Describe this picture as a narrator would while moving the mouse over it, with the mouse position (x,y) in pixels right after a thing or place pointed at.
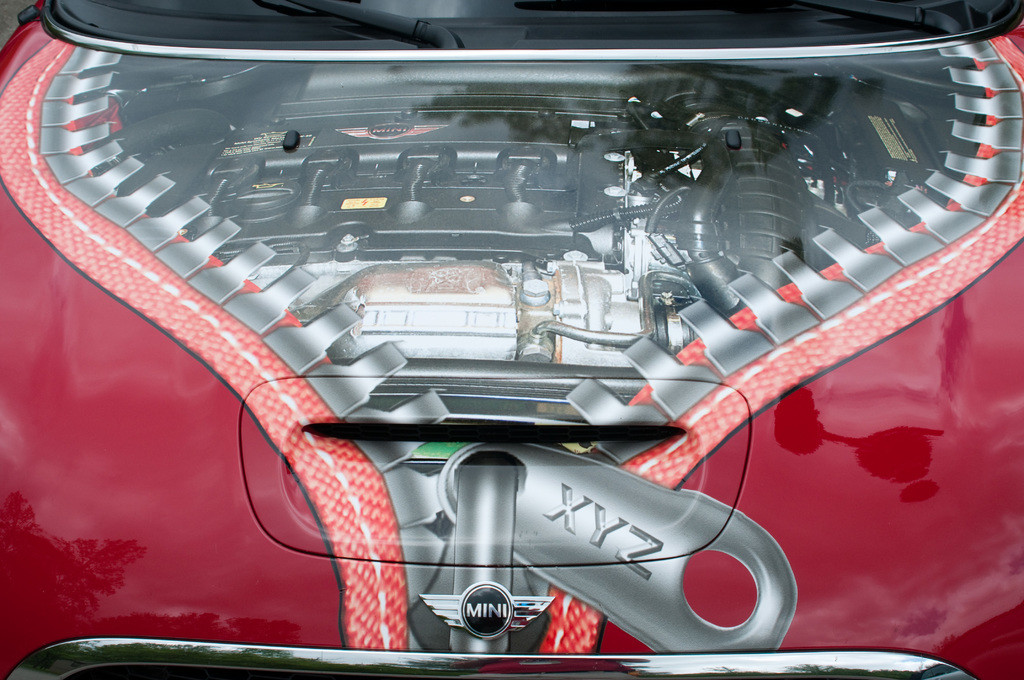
In this picture there is a view of the red color car bonnet (475,464) with engine (259,197). In the front (451,258) there is a engine head (516,176), black color turbo hose pipes (719,301). On the top (432,10) there is a glass windshield (402,11) with wipers (398,31). On the bottom side (464,622) we can see the chrome grill (470,658) and mini cooper brand logo (437,608).
